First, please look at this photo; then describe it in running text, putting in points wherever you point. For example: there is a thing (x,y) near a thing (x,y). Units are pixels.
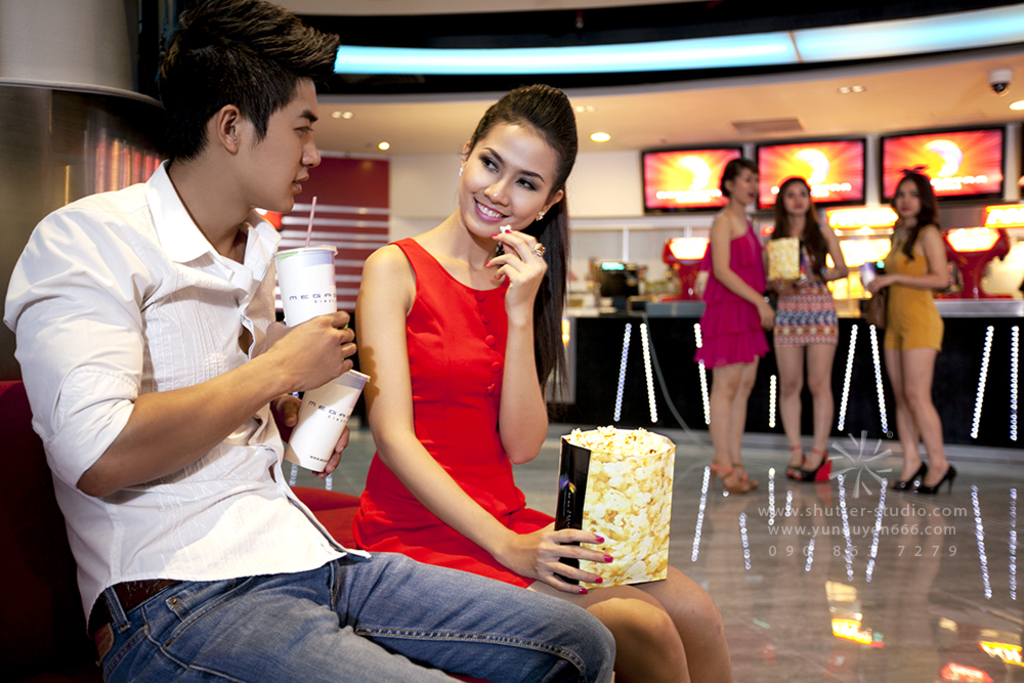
Here in this picture in the front (571,514) we can see a couple (465,578) sitting over a place as we can see the man (256,434) is holding two cups (344,377) in his hand (293,363) and the woman (508,414) is holding a popcorn packet (568,483) in her hand (563,550) and smiling and beside them we can see a group of women (835,327) standing on the floor (752,455) over there and behind them we can see cool drink machines (693,258) and on the wall (629,158) we can see monitors (668,198) present and we can see lights (601,134) and camera (998,87) on the roof (939,93) over there.
